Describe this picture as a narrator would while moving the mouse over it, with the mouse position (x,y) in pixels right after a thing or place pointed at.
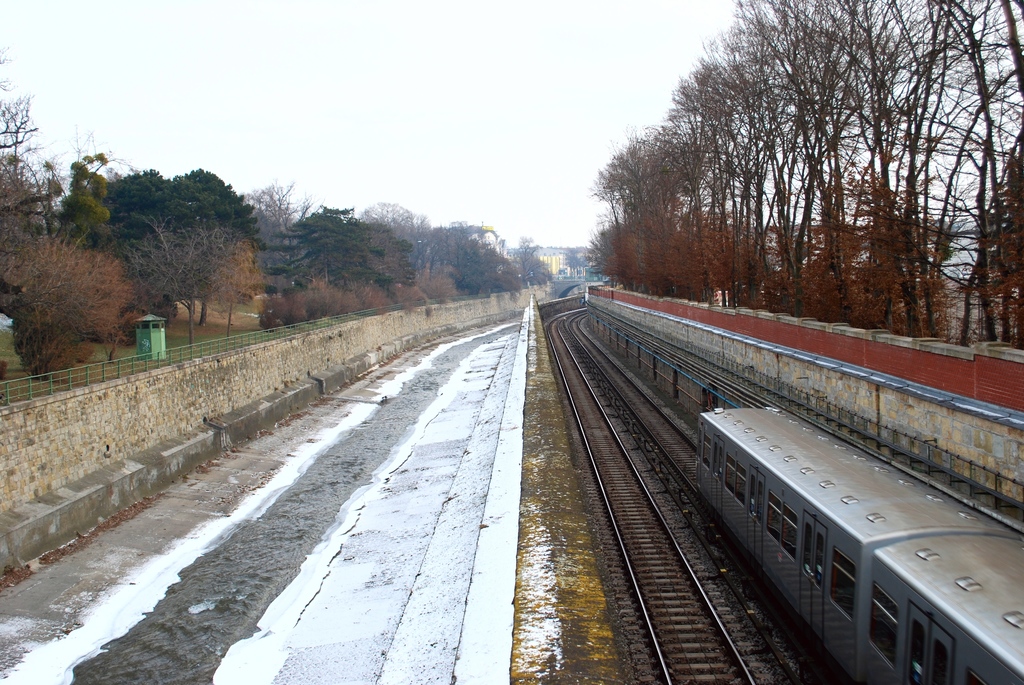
On the right side of the image (848,511) we can see a train (795,535) on the track (788,626). In the background (306,310) there are trees (467,262), walls (901,384), buildings (551,263) and sky (486,117). On the left (163,353) there is a shed (151,341).
